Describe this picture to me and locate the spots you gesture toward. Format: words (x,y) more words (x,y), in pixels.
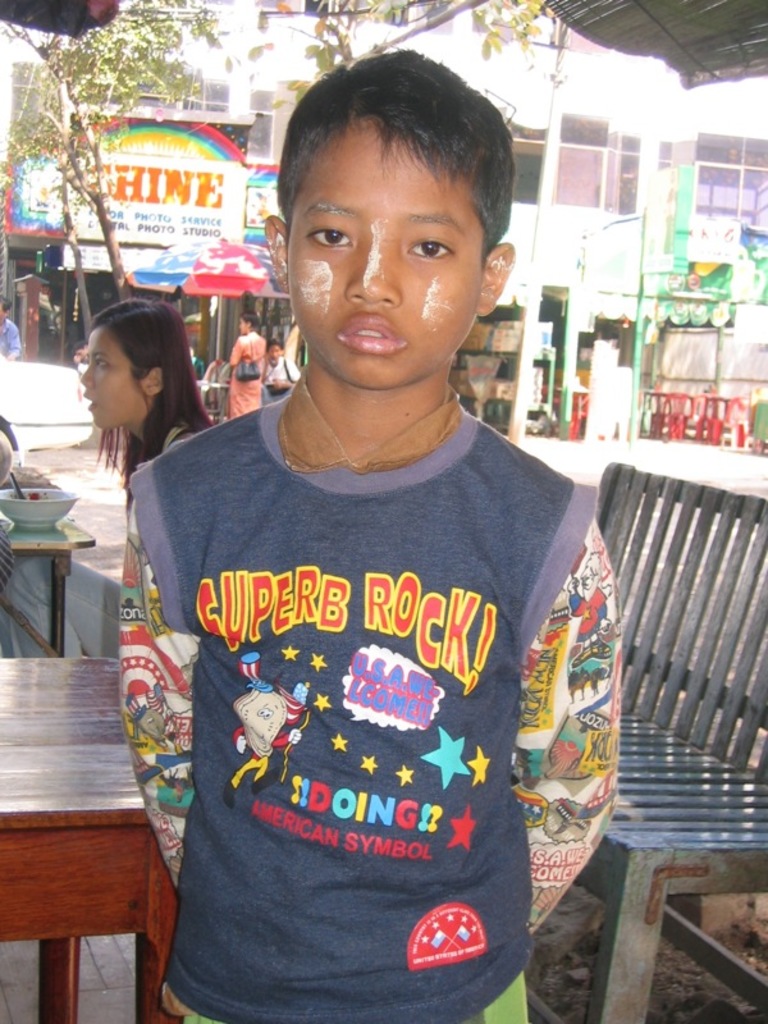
In this picture outside of the city. There is a group of people (221,496). In the center (384,669) we have a boy (305,552). He is standing. On the left side (133,414) we have a woman (104,643). She is sitting on a chairs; There is a table (144,868). There is a bowl (47,524), spoon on a table (47,539). We can see in background (127,13) shops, banner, tree (127,13), buildings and pole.
